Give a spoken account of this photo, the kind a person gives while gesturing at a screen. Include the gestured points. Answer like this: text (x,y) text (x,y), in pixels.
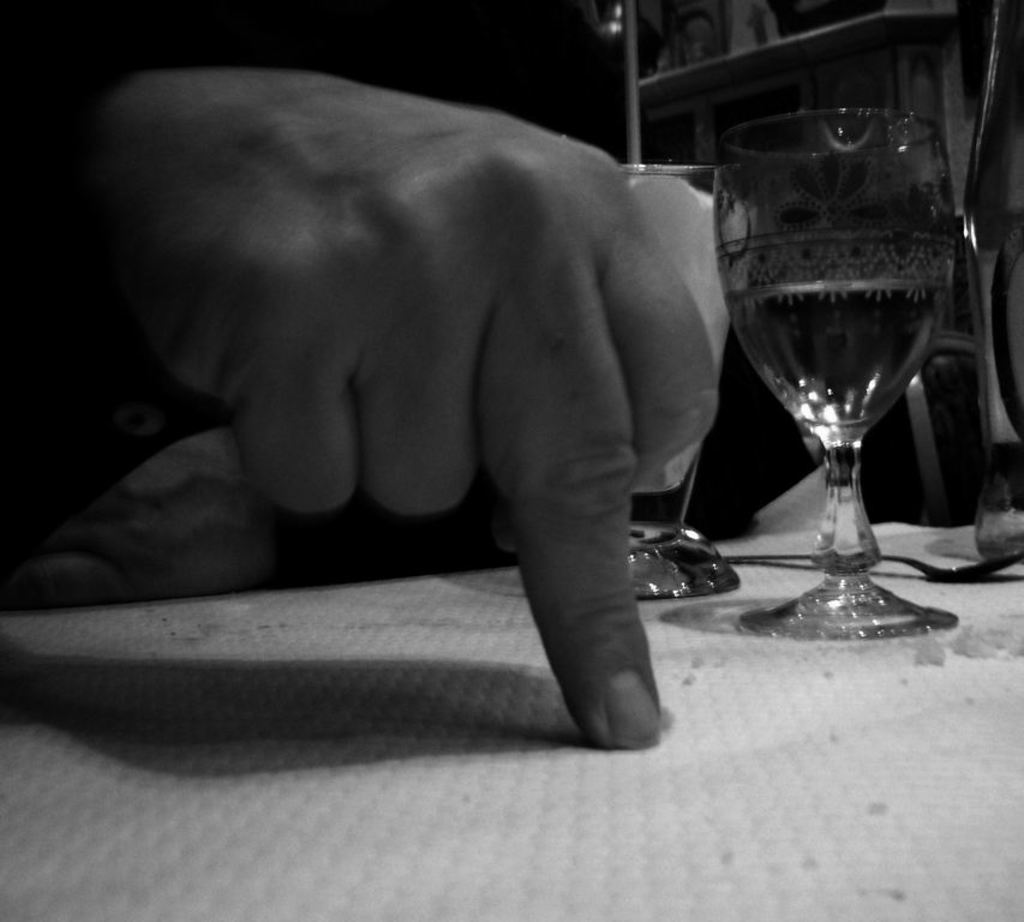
In the image we can see there is a person (406,156) who is pointing the finger (590,562) on the table (685,811) and there is a wine glass (837,459) and the image is in black and white colour.
